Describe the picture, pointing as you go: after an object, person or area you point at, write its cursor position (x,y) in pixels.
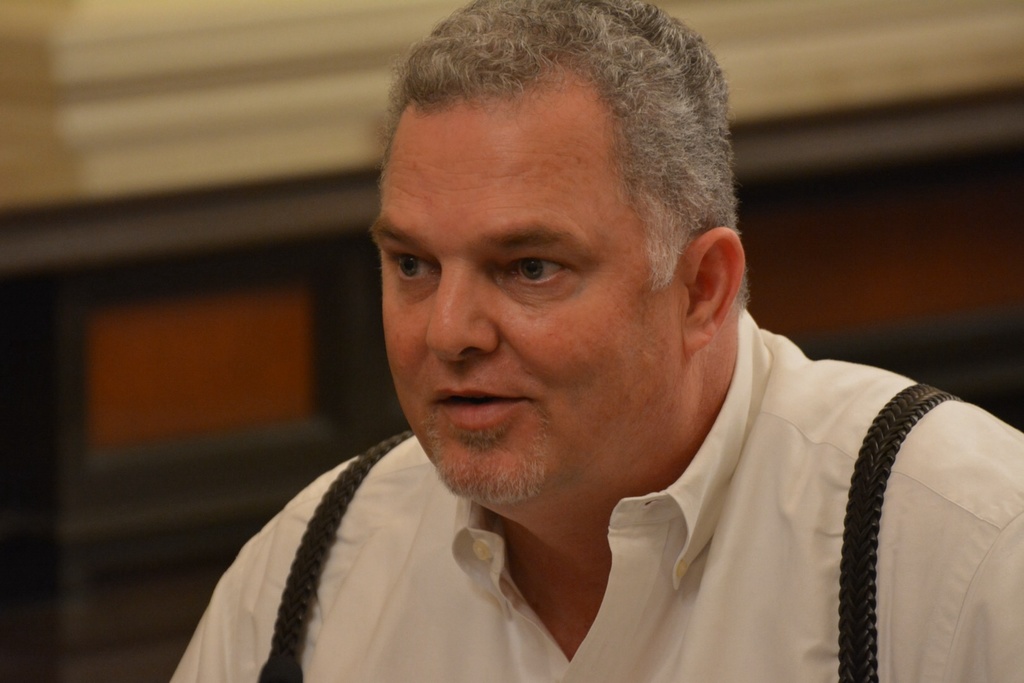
In this image we can see a person (585,452) wearing a white shirt (528,612) and a blurry background (816,95).
